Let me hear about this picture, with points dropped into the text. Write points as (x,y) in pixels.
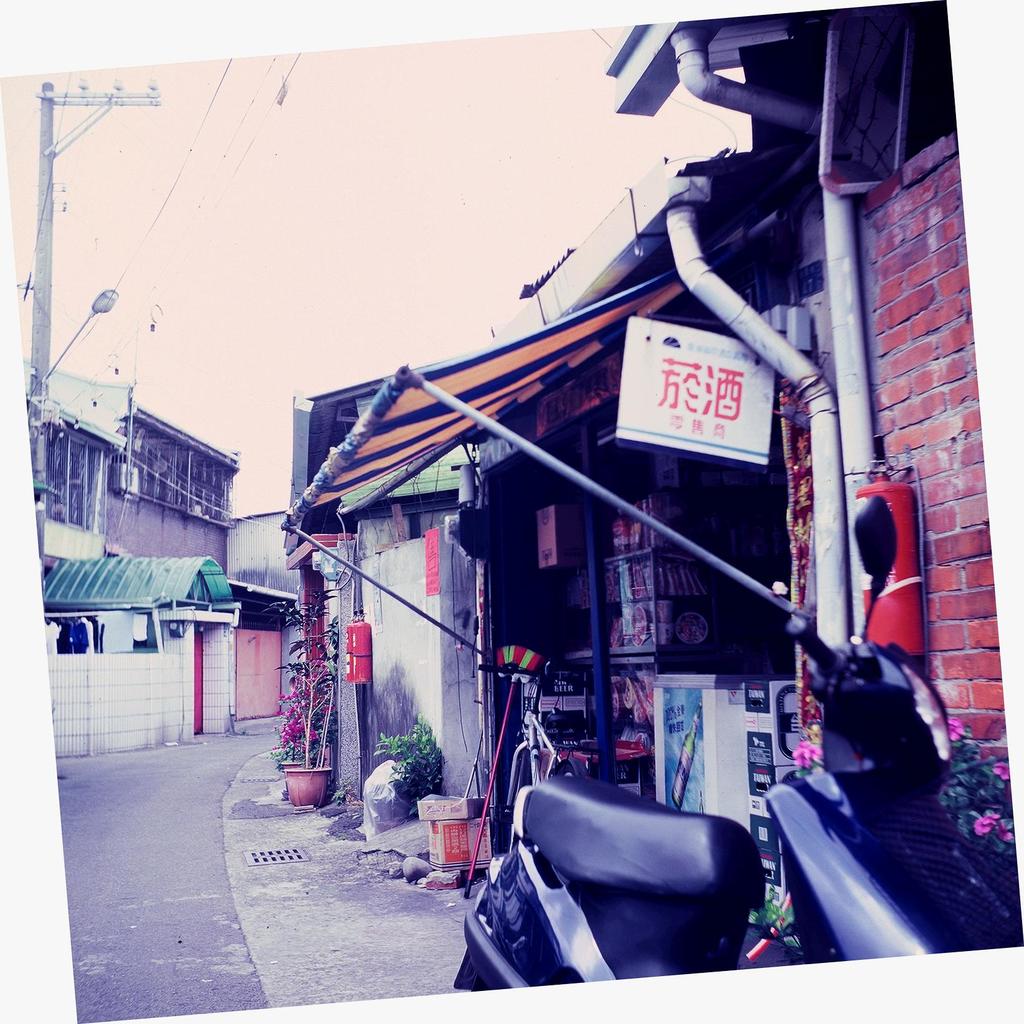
This picture seems to be an edited image with the borders (37,56). On the right corner (887,882) we can see a bike (631,836) parked on the ground (286,895) and we can see the flowers (953,736), green leaves (434,766), potted plants (325,729), metal rods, text (670,379) on the board (701,383), lamp post (36,319), pole (46,132), cables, buildings (227,496) and the pictures (684,727) on the objects (692,737) and we can see a fire extinguisher (907,492) and many other objects (378,815). In the background (320,218) we can see the sky (314,300) and some other objects (124,727).
